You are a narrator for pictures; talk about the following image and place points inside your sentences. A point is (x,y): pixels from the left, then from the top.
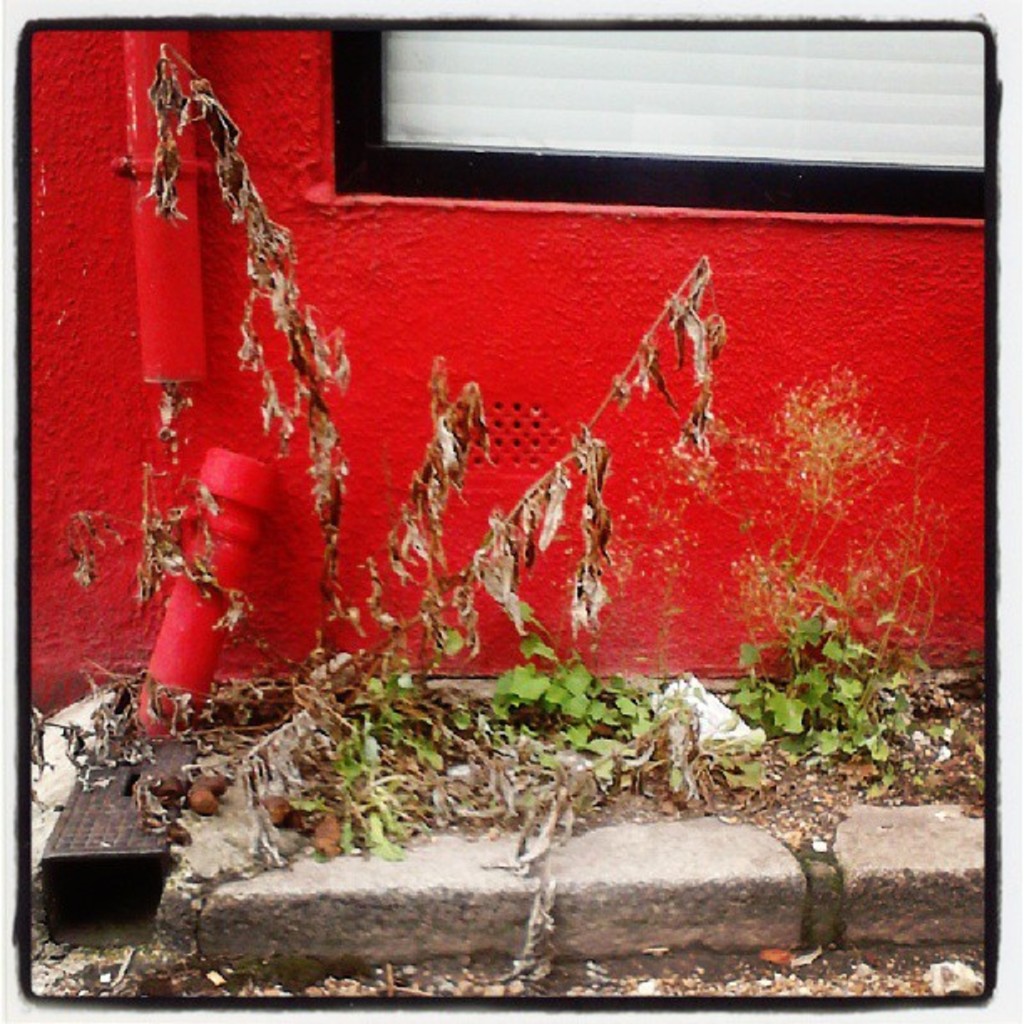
In this picture there is a red color wall (587,396) which has a red color pipe (165,297) attached to it and there is a dried plant (437,467) and few other plants (498,728) beside it.
